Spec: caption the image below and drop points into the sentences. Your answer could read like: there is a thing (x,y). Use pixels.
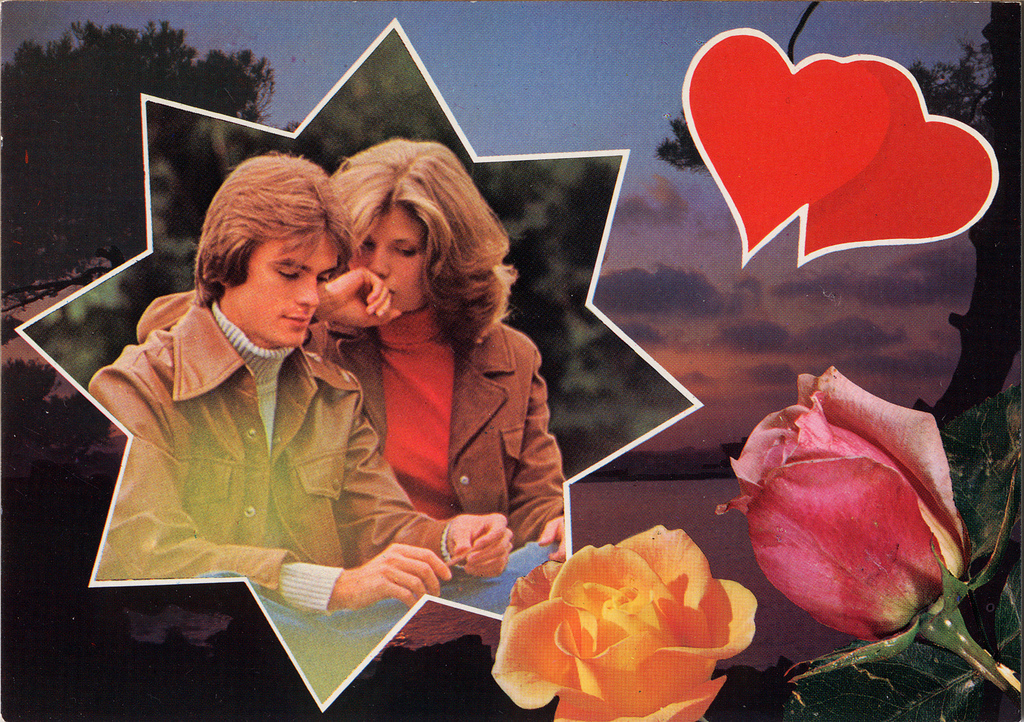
In this edited picture there is a man (276,446) and a woman (432,405) sitting. In the bottom right (779,501) there are roses (736,619). In the top right (856,114) there are heart symbols (846,121). Behind the roses (669,538) there is the water (666,503). There are trees (1005,343) in the image. At the top (458,51) there is the sky (519,75).
